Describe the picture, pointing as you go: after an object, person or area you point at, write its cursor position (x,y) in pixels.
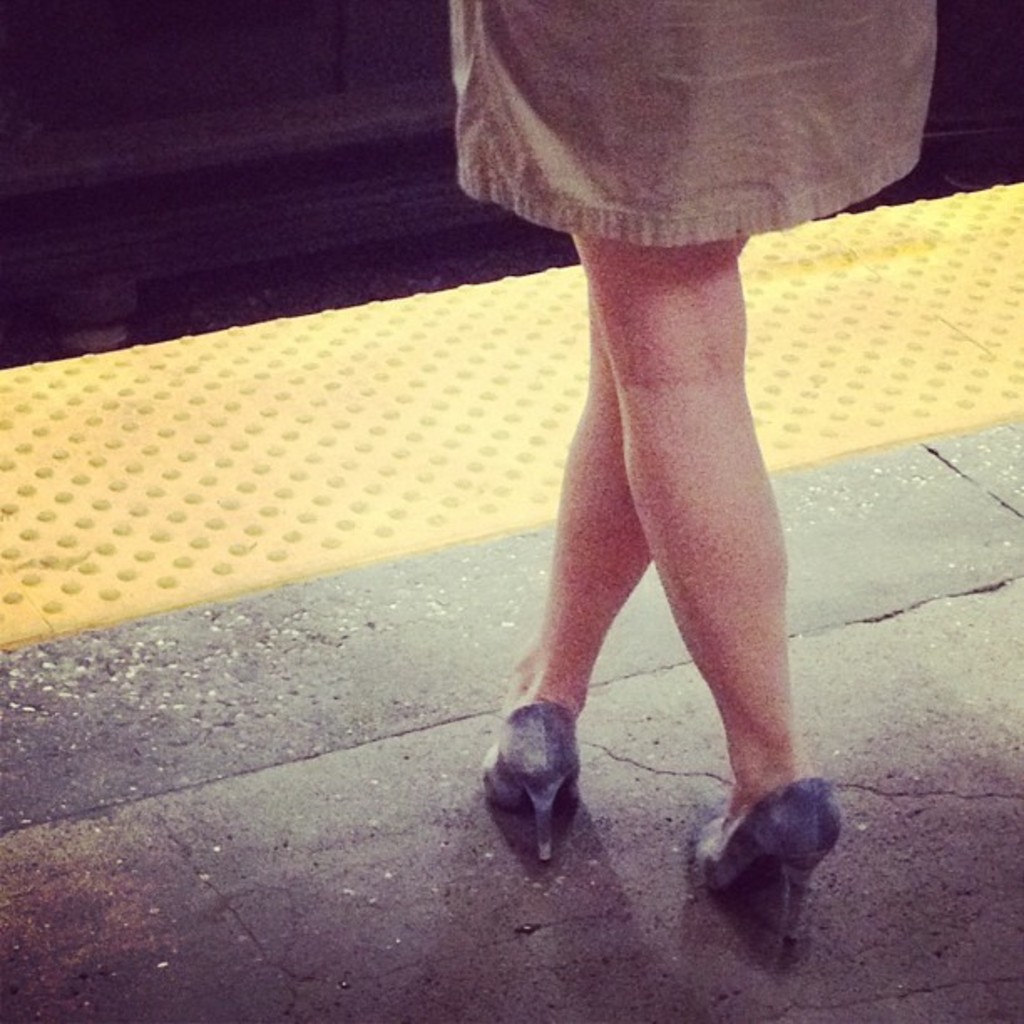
In this picture I can see legs (565,483) of a human (628,369) and she is wearing foot wear (490,767).
